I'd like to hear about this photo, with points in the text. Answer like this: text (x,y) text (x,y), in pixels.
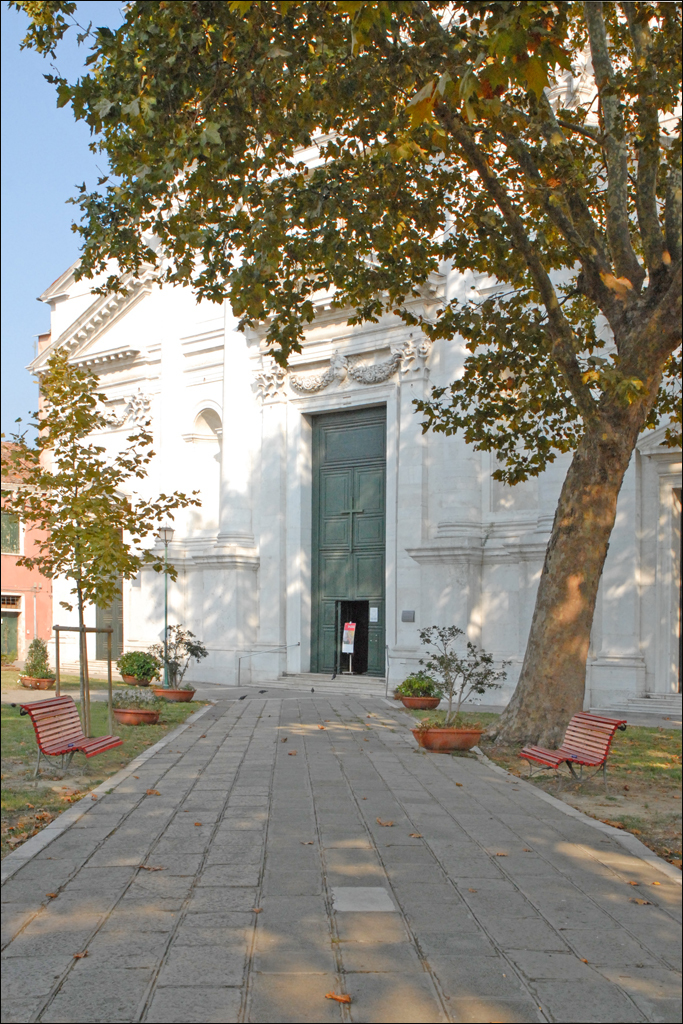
In this image I can see a building (363,440) in white color, at left (72,725) and right I can see benches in orange color and trees (507,250) in green color. At top (38,131) sky (49,129) is in blue color.
